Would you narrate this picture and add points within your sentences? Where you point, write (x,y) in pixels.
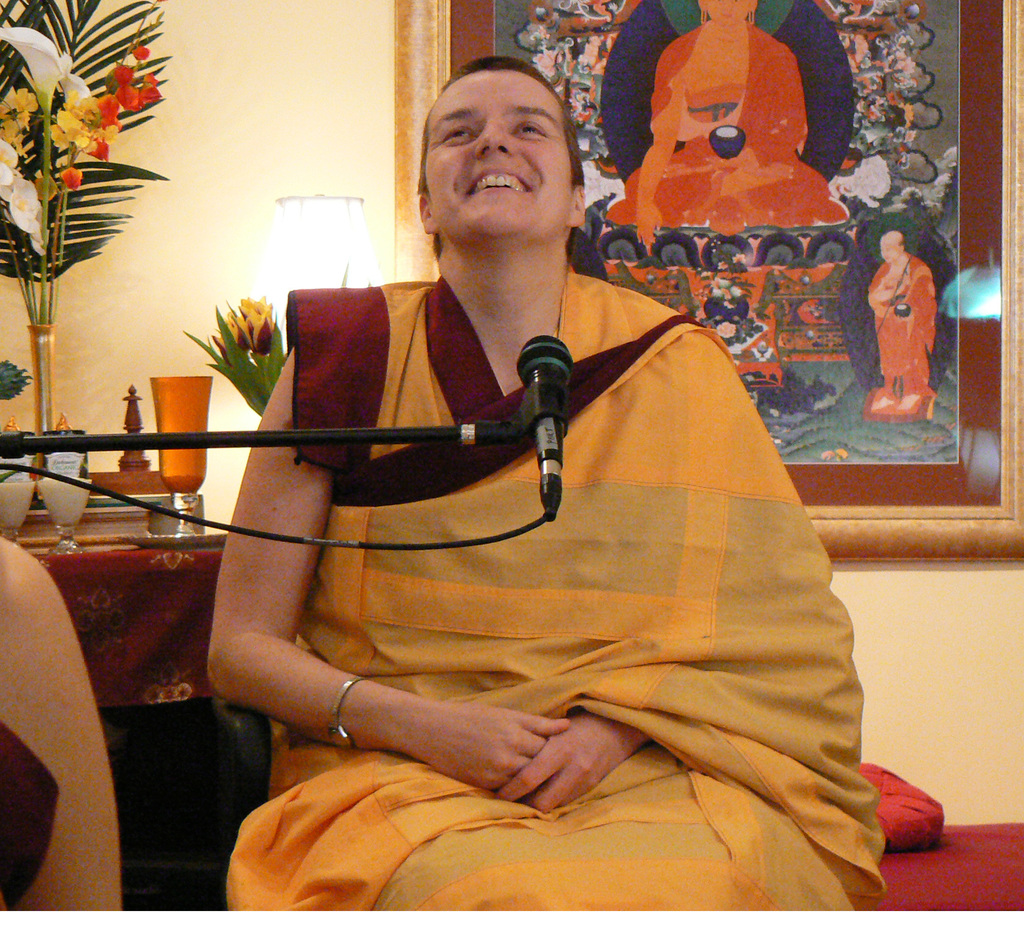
In this picture I can observe a person (452,372) in the middle of the picture (441,475). In front of the person (358,419) there is a mic (532,401). In the background (668,137) I can observe a photo frame (736,166) on the wall (275,118).
